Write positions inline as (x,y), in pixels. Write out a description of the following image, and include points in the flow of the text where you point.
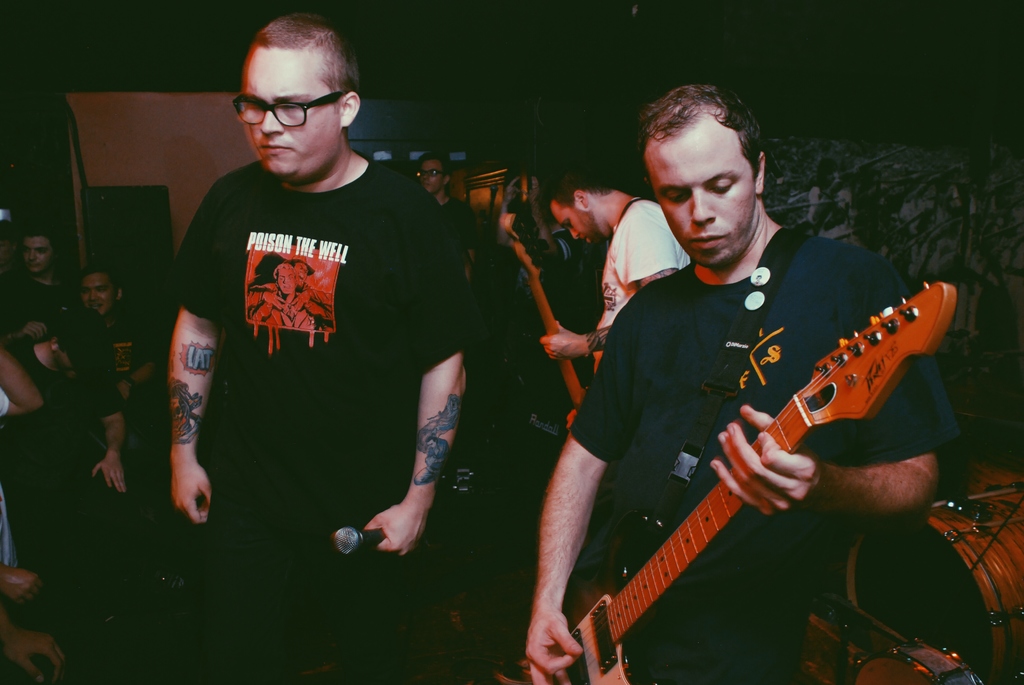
In this image I see a man (388,652) holding a mic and another one (547,489) is holding the guitar (562,682). In the background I see few people (52,669).
